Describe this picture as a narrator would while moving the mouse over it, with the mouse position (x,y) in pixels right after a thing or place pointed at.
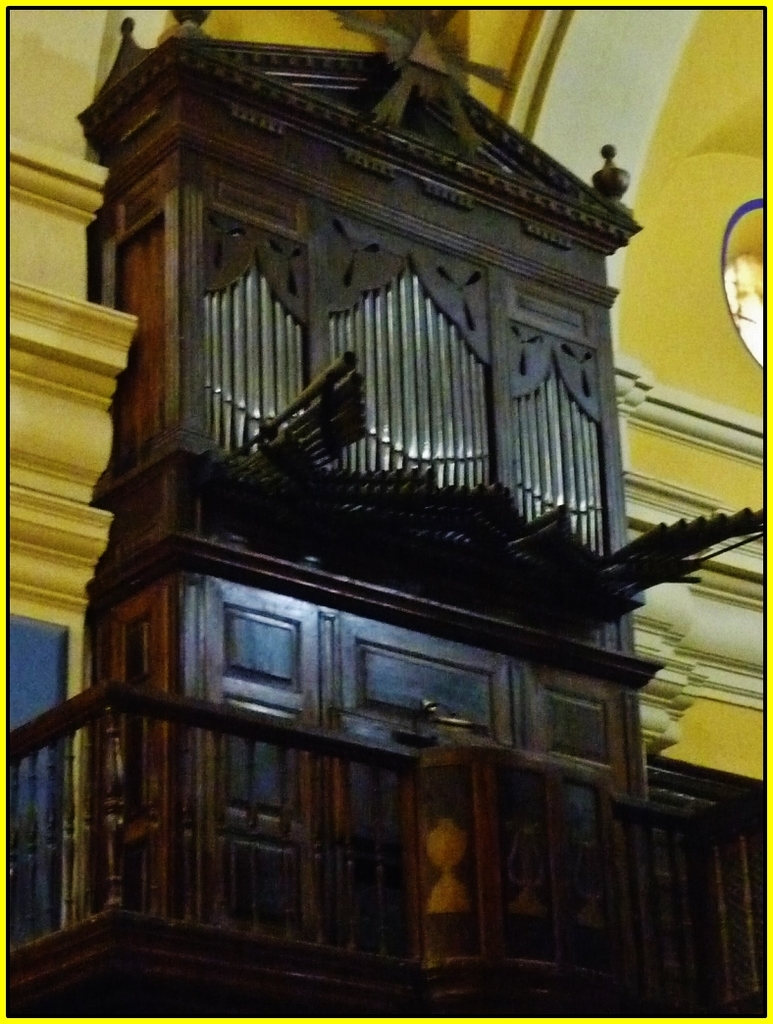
In the picture there is a wooden cabinet (325,720) and behind that there is a wall (36,374).
